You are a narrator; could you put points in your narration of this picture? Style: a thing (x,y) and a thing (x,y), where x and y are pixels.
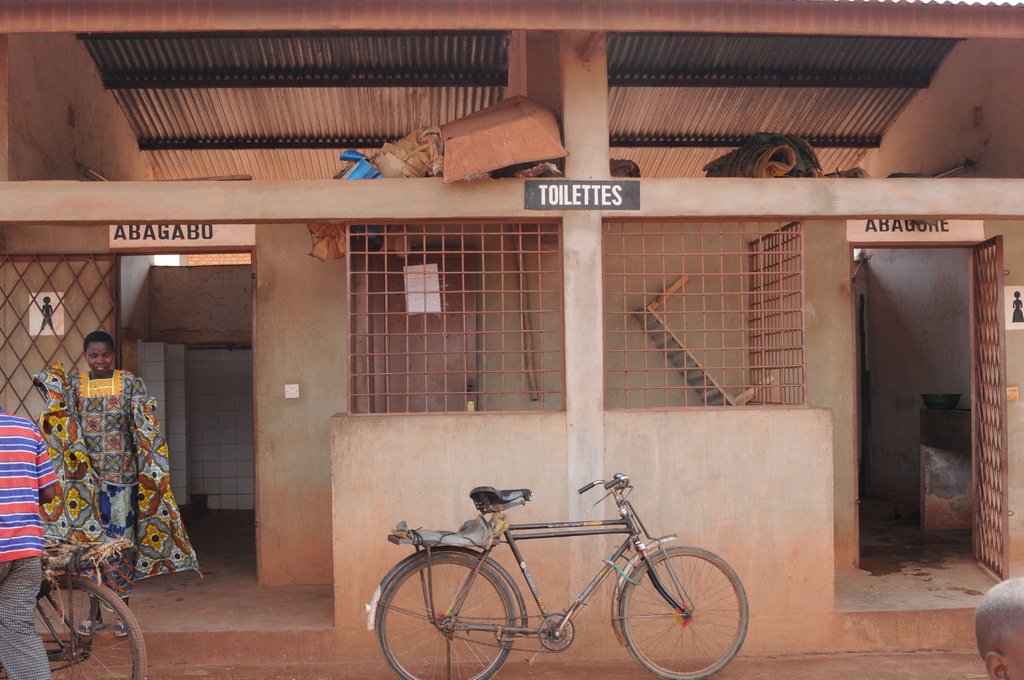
In this image we can see bicycles (446,615). On the left side of the image (82,424), we can see a man (14,516) and a woman (107,461). We can see a person (984,618) in the right bottom of the image (1001,607). In the background (253,325), we can see windows (743,315), walls (730,471), boards (153,242) and so many objects (548,178). At the top of the image (423,69), we can see the roof (730,34).
